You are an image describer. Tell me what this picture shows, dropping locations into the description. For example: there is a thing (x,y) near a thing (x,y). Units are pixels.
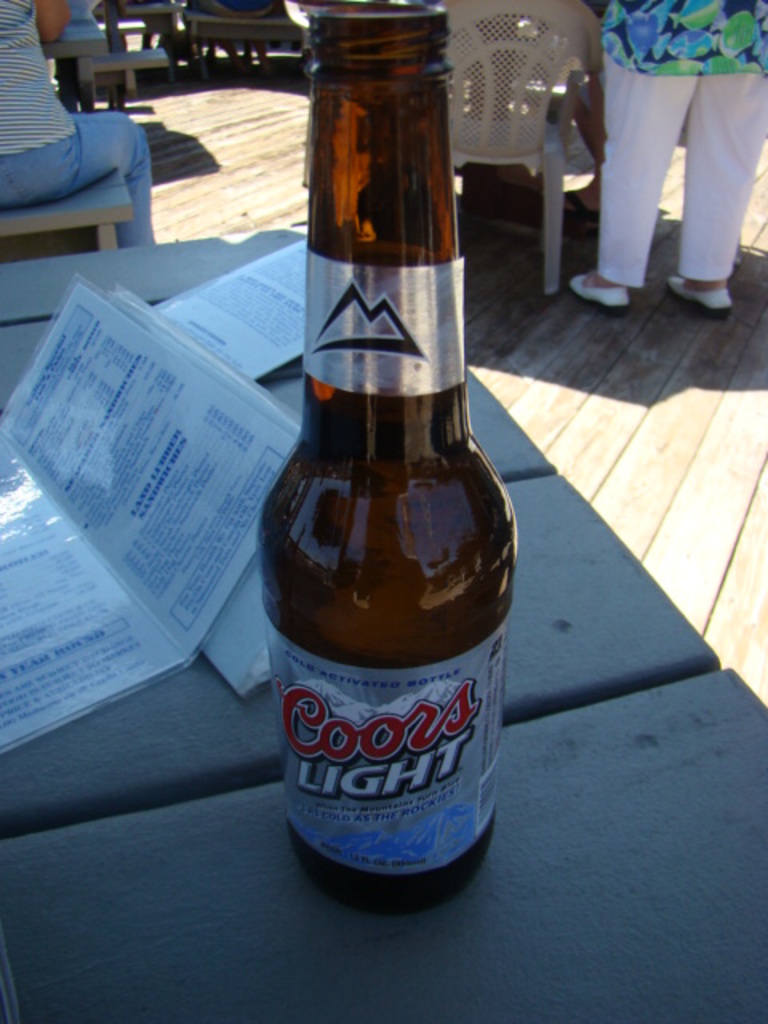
In the photo there is a table (659,1018) and there are some menu cards (165,388) on the table (560,1017) beside them there is a bottle (328,461), to the right side (628,90) a person (643,94) is standing, there is a lot of sunlight (672,490).
